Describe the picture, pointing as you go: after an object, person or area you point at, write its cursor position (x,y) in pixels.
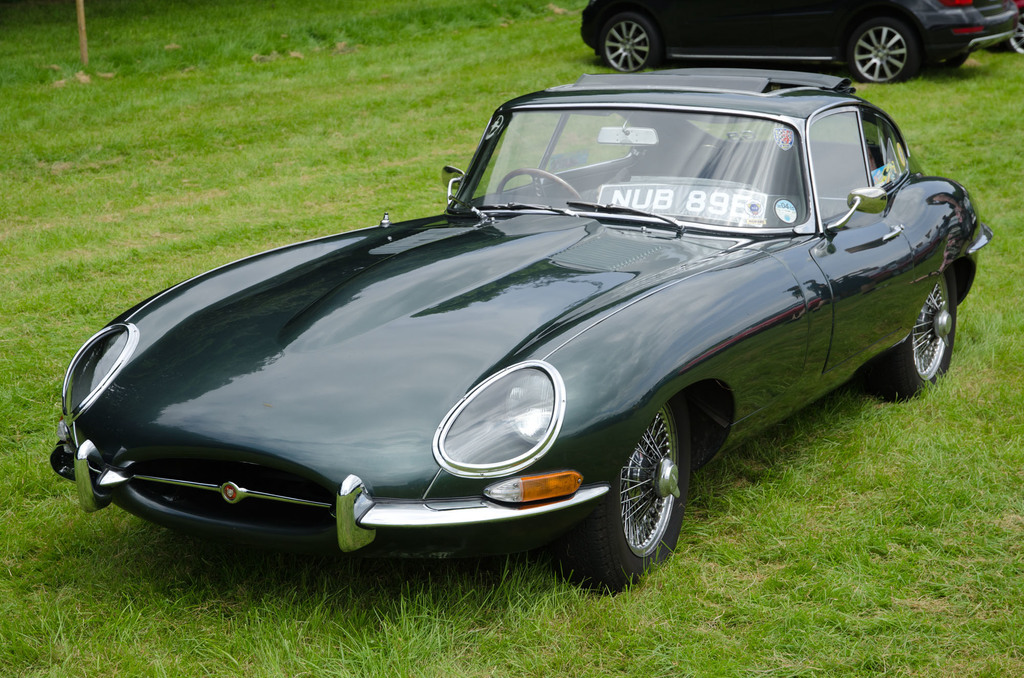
In this there is a green grass land (243,102), on that land (231,594) there are two cars (578,283).
